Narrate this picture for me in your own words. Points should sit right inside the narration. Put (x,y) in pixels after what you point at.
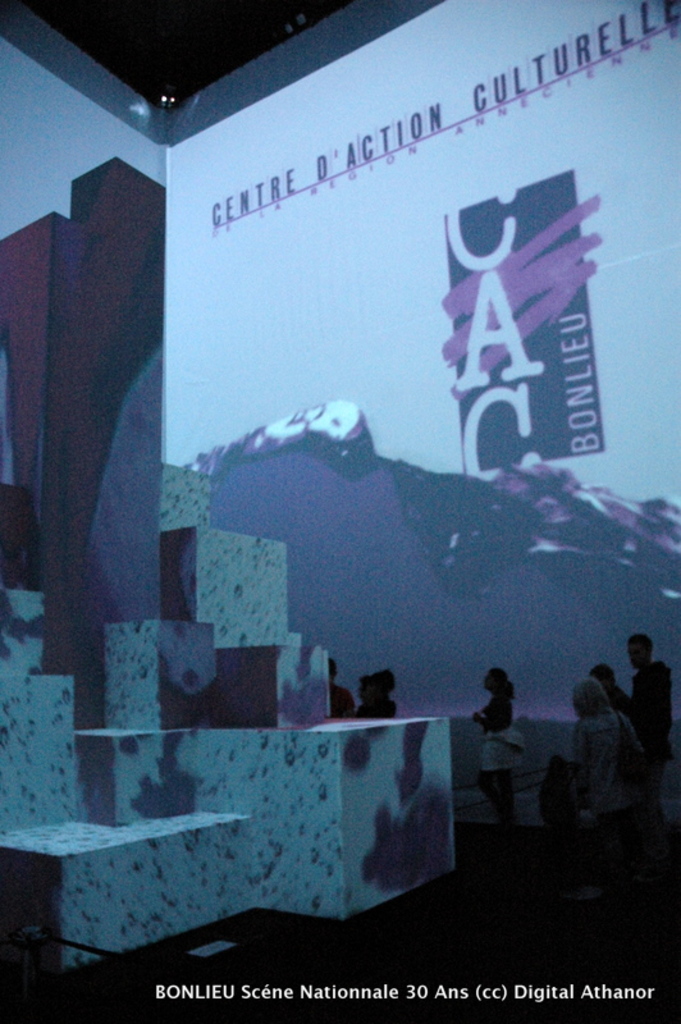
This image consists of few persons (629,816). In the front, it looks like a screen (348,317). At the bottom (369,983), there is a floor (340,964). At the top (148,21), there is a roof (221,4). On the left (225,583), it looks like a block (267,806).
